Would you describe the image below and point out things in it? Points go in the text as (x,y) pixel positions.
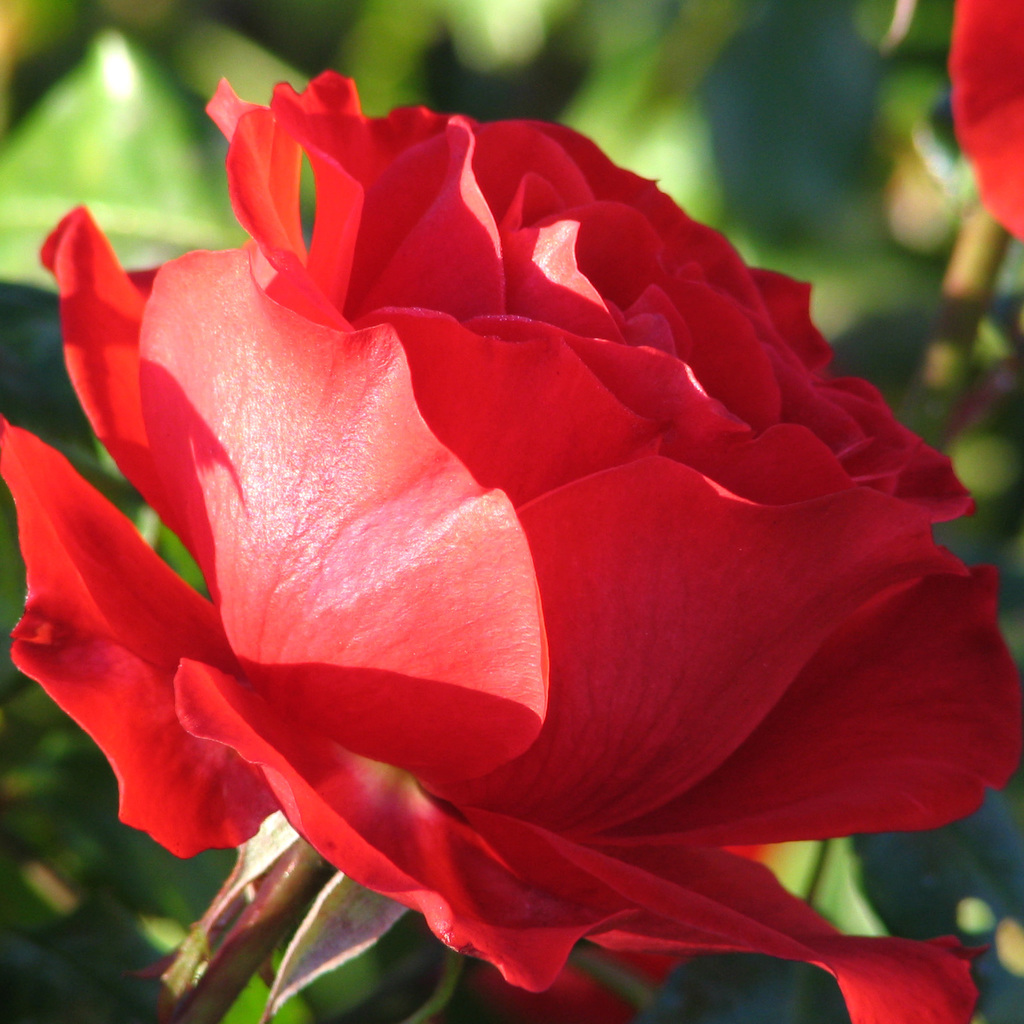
In this image in the middle (466,589), there is a red rose (506,705). In the background (915,237) there are plants (897,133) and rose (990,94).
